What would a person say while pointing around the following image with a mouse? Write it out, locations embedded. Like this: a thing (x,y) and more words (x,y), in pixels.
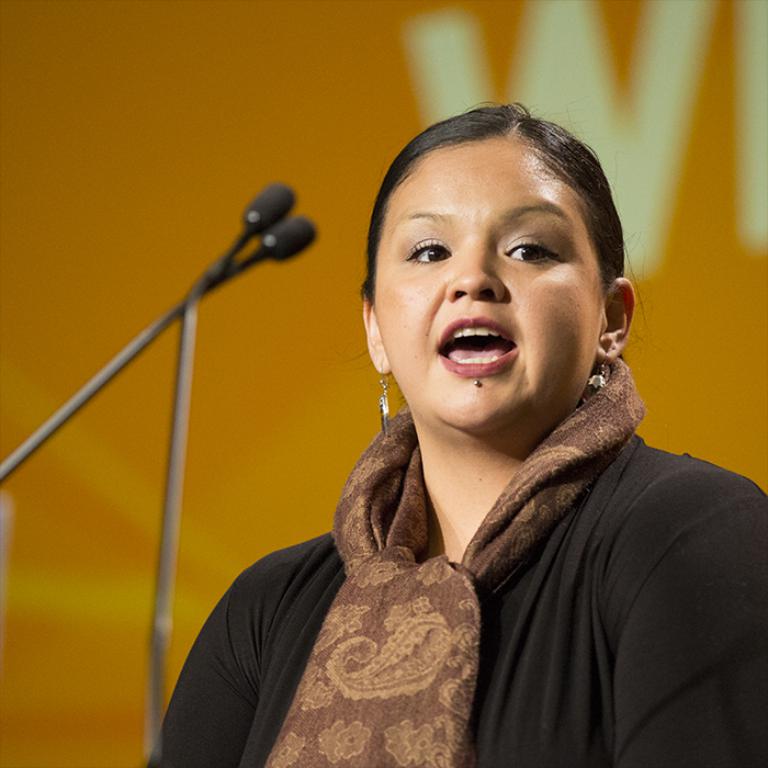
There is a woman (405,438) standing in front of the mics (277,205) in the foreground area of the image (393,311), it seems like a poster (197,142) in the background (317,118).
